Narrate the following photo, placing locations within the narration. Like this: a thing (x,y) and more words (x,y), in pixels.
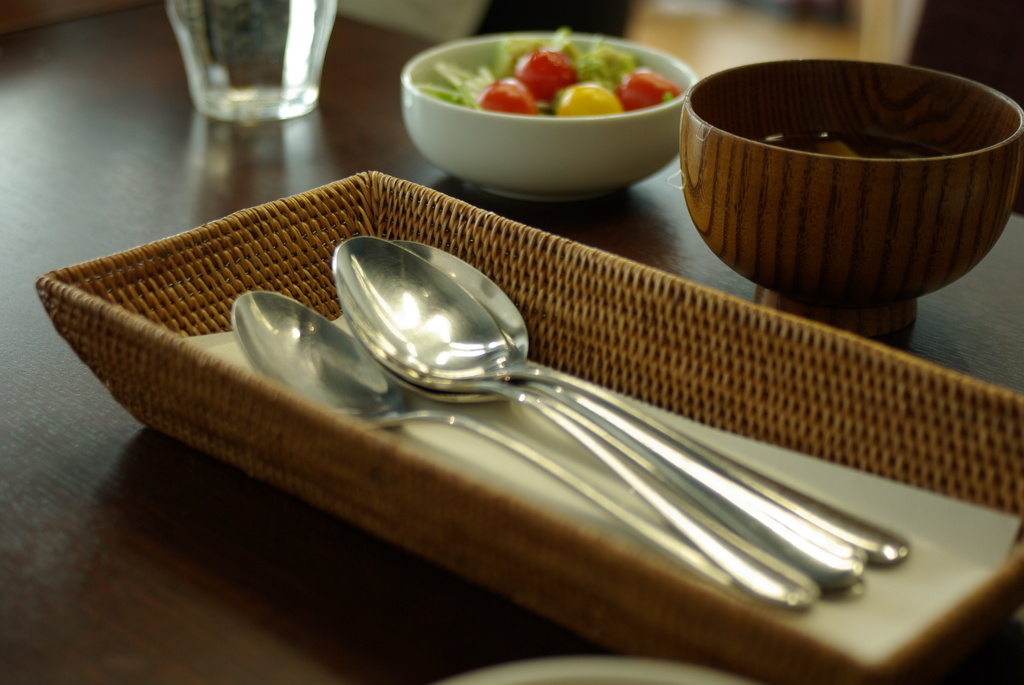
In this image there is a table (985,304) and we can see spoons (803,521), tray (870,408), bowl (762,212), glass (206,72) and some food (579,99) placed on the table (86,422).
